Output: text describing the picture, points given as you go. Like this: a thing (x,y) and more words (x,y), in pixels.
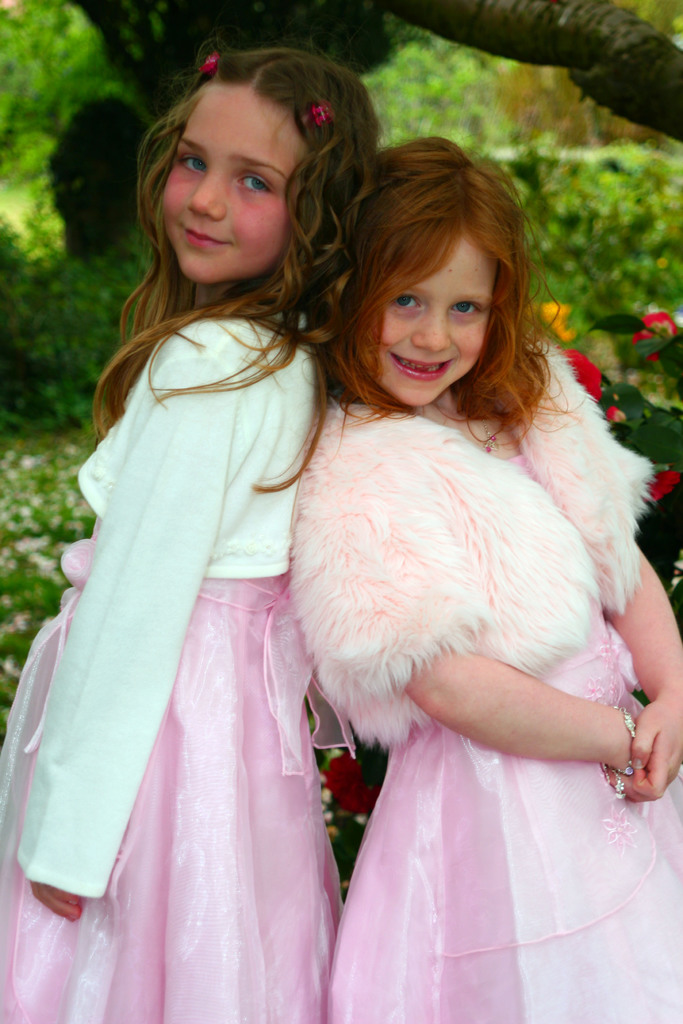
In this picture we can see two girls (437,653), they are smiling and in the background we can see flowers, trees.
